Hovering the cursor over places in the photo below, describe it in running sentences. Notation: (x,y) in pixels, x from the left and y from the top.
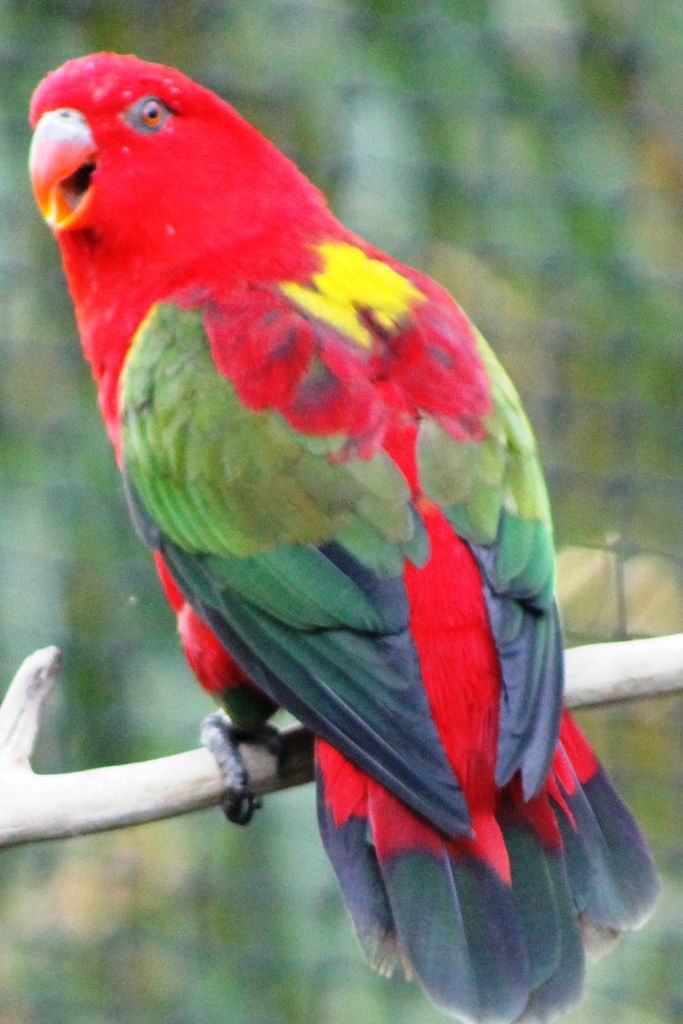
In this image in the foreground (233,335) there is one bird (347,736), in the background (513,118) there is net (4,570) and some plants (241,878).
